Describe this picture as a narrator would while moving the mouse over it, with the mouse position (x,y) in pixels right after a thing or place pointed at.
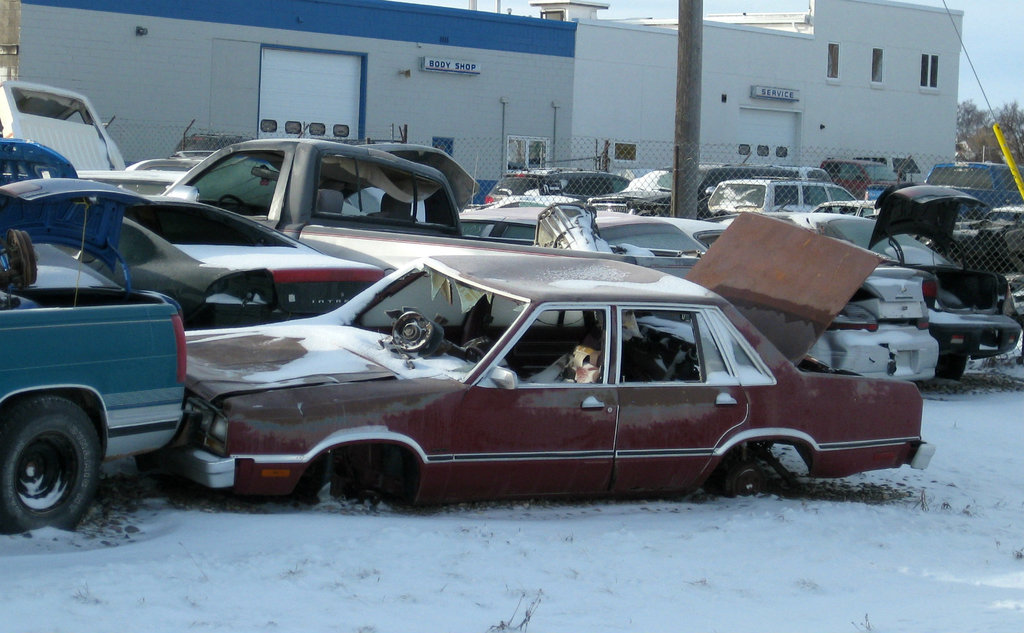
As we can see in the image there are cars (605,399), snow (824,623), fence (773,168), buildings (786,80), windows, trees (983,135) and sky (1008,49).
